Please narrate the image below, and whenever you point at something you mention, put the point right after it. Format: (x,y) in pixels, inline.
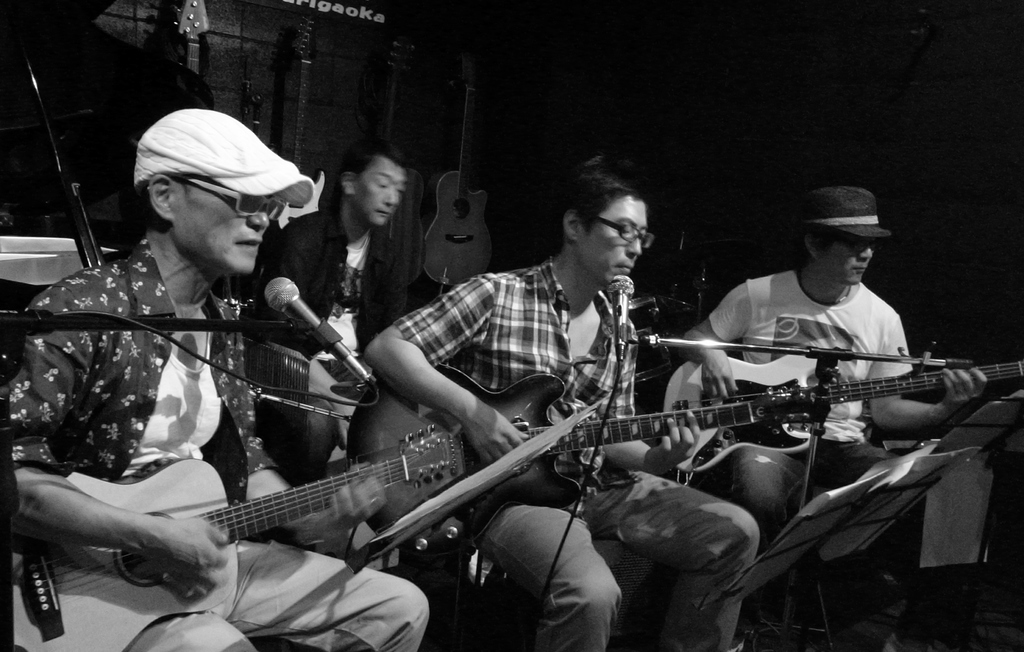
In this Image I see 4 men (402,158) who are sitting and these 3 (148,422) are holding the guitars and there are mics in front of them. In the background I see few guitars (202,1) on the wall (400,2).
